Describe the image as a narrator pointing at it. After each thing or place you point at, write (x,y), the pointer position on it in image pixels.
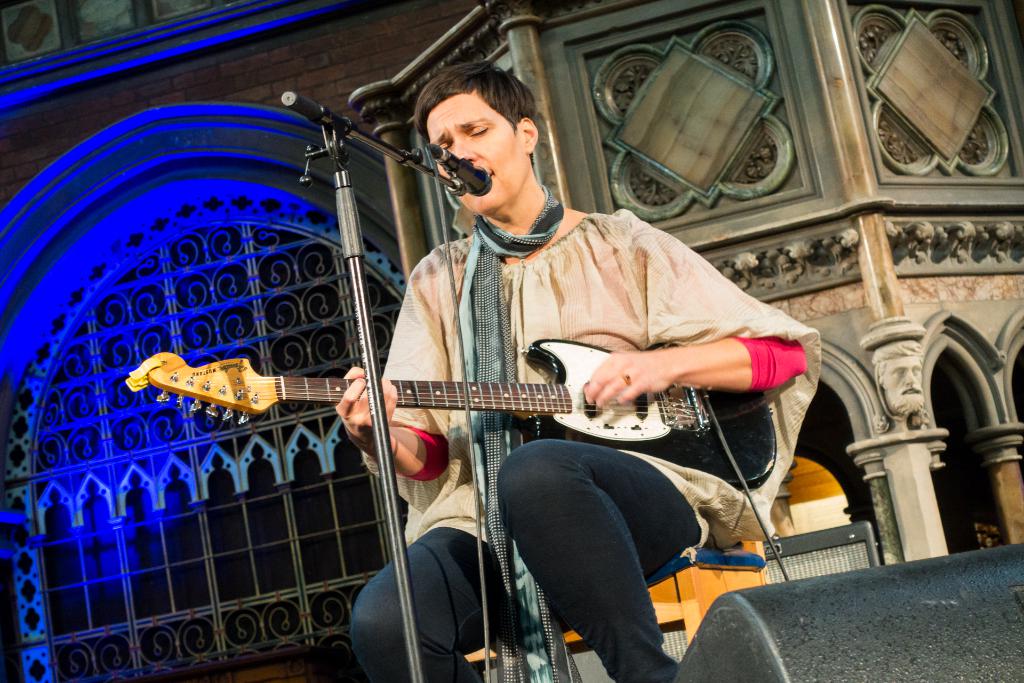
The person (538,492) wearing black jeans (552,507) is singing and playing guitar (485,385) in front of a mike (472,179).
